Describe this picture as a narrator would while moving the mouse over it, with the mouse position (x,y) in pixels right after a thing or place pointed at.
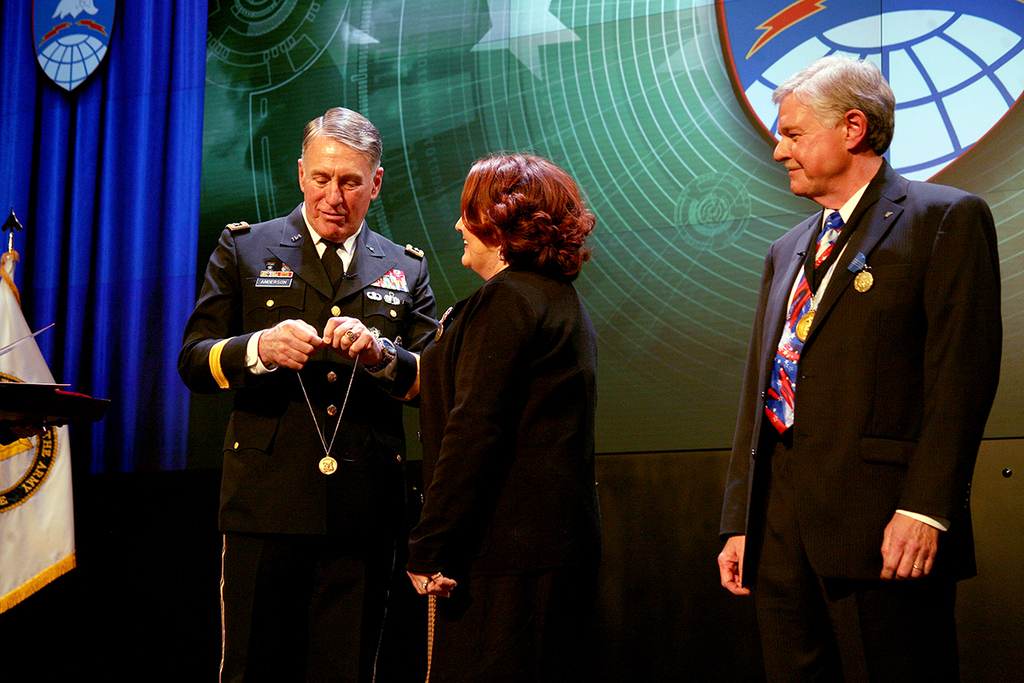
This picture describes about group of people (475,355), in the middle of the image (479,398) we can see a woman (490,379), she is smiling, in the background (93,271) we can see a flag (3,478) few curtains (154,279) and a hoarding (679,242).
